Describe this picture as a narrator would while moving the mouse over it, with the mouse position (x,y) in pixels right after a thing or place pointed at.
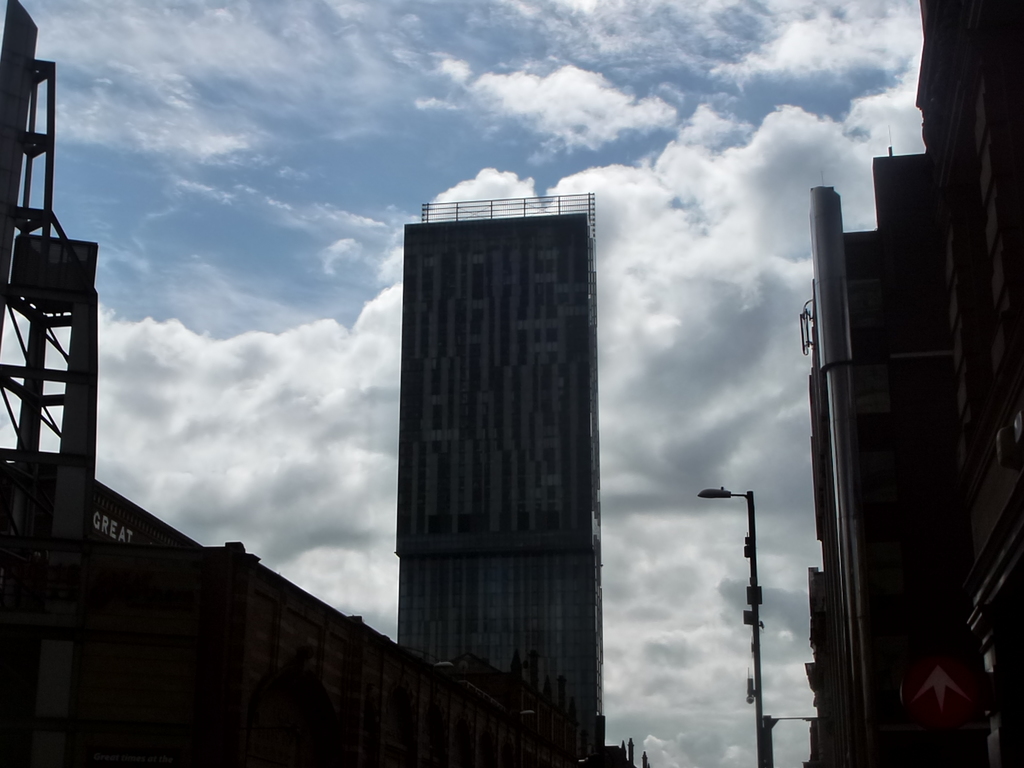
This picture is clicked outside. In the center (565,287) we can see the buildings (876,491) and we can see a street light (733,495) attached to the pole (762,767) and there are some metal rods (493,201). In the background (322,182) there is a sky (629,245) which is full of clouds (696,583).
